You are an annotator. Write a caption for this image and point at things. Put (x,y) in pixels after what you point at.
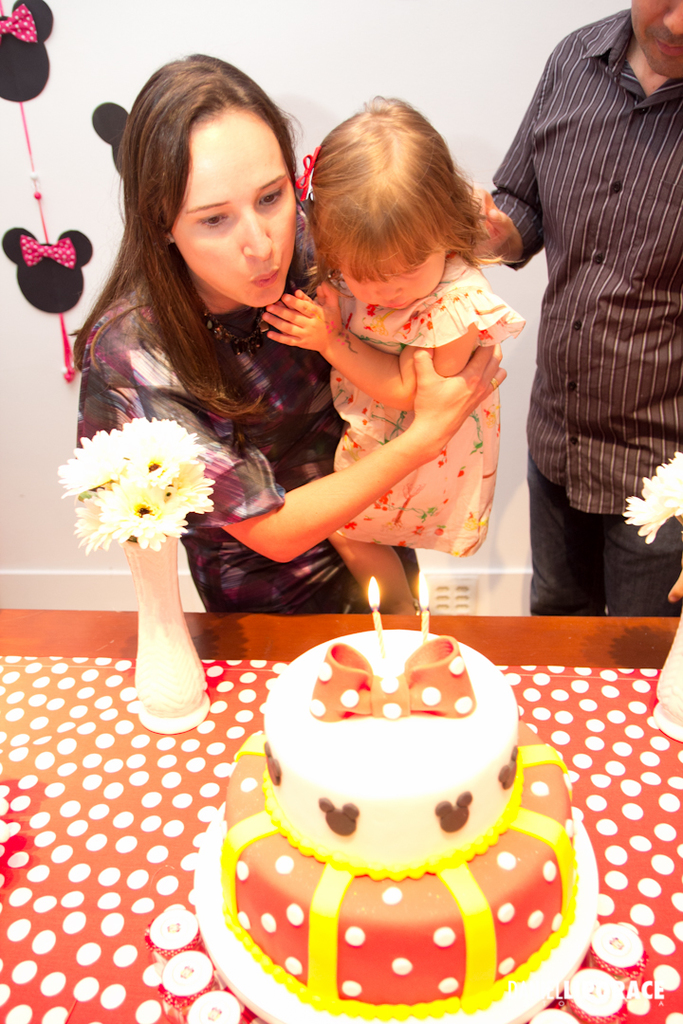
In the picture we can see a table (66,980) on it, we can see a cake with two candles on it with light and near to the table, we can see a woman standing and holding a small baby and beside her we can see a man (625,128) standing and in the background (14,413) we can see a wall (18,421) with some craft design (35,261) on it.
